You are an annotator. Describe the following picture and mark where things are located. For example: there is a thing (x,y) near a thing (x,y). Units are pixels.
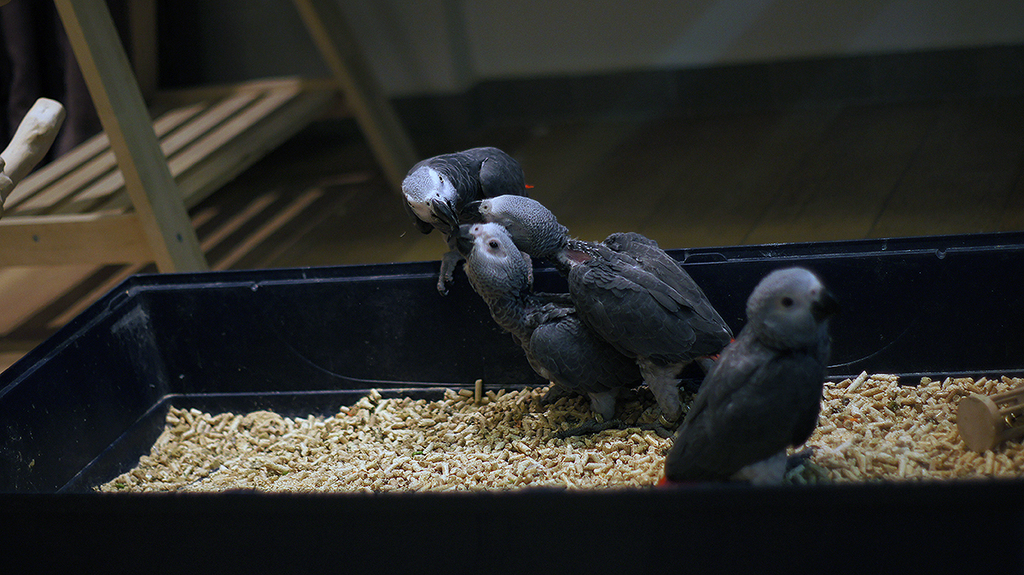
In this picture we can see there are some birds (471,235) in the black object (310,313) and some are standing on it and in the object (246,409) there is something. Behind the birds (580,343) there is a wooden object (199,124) and a wall (283,66).
